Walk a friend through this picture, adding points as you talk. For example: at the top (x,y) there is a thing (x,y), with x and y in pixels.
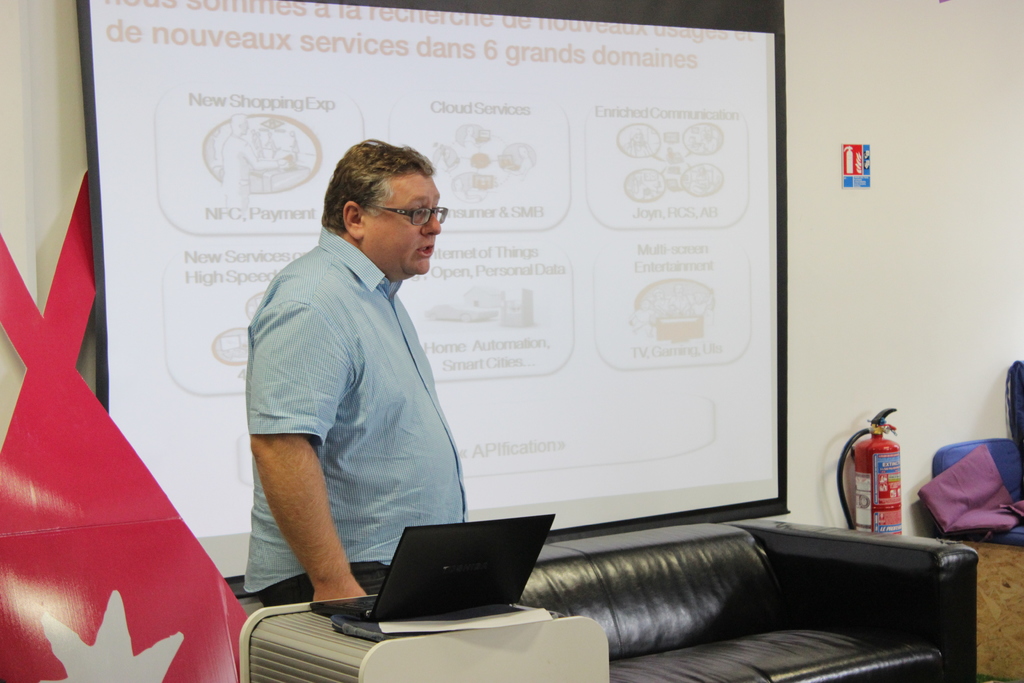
In the image we can see there is a man (354,380) who is standing and on table (453,636) there is a laptop (466,581).
